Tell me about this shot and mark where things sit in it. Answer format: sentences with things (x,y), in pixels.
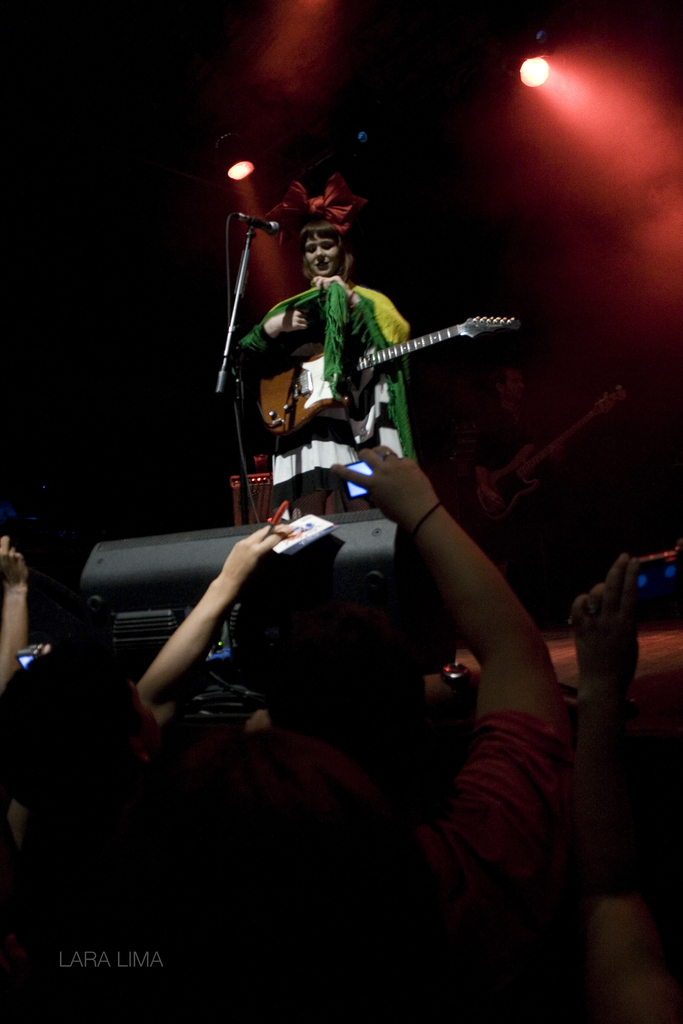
people (364,777) are standing, another woman (340,348) standing carrying guitar (315,385), this is microphone (261,229) and the light (534,87).
